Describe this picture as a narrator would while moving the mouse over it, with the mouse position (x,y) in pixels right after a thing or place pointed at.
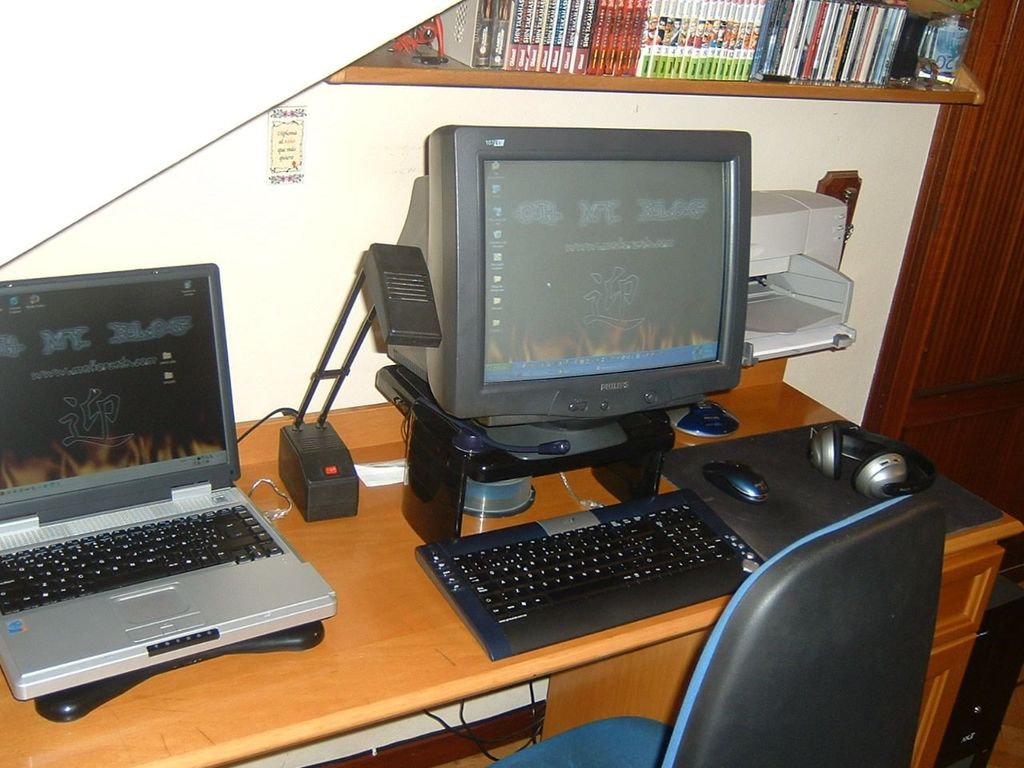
In this image there is a computer (543,298) on the table (418,597) and there is a laptop (174,493) beside it. On the table (331,658) there is lamp (319,437), headphones (889,470), mouse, cd disk (505,498) on it. Beside the computer (697,228) there is a printer (813,243) on the top of printer (806,198) there is a shelf (756,88) with a books (725,33) in it. There is a chair (756,675) in front of it.
